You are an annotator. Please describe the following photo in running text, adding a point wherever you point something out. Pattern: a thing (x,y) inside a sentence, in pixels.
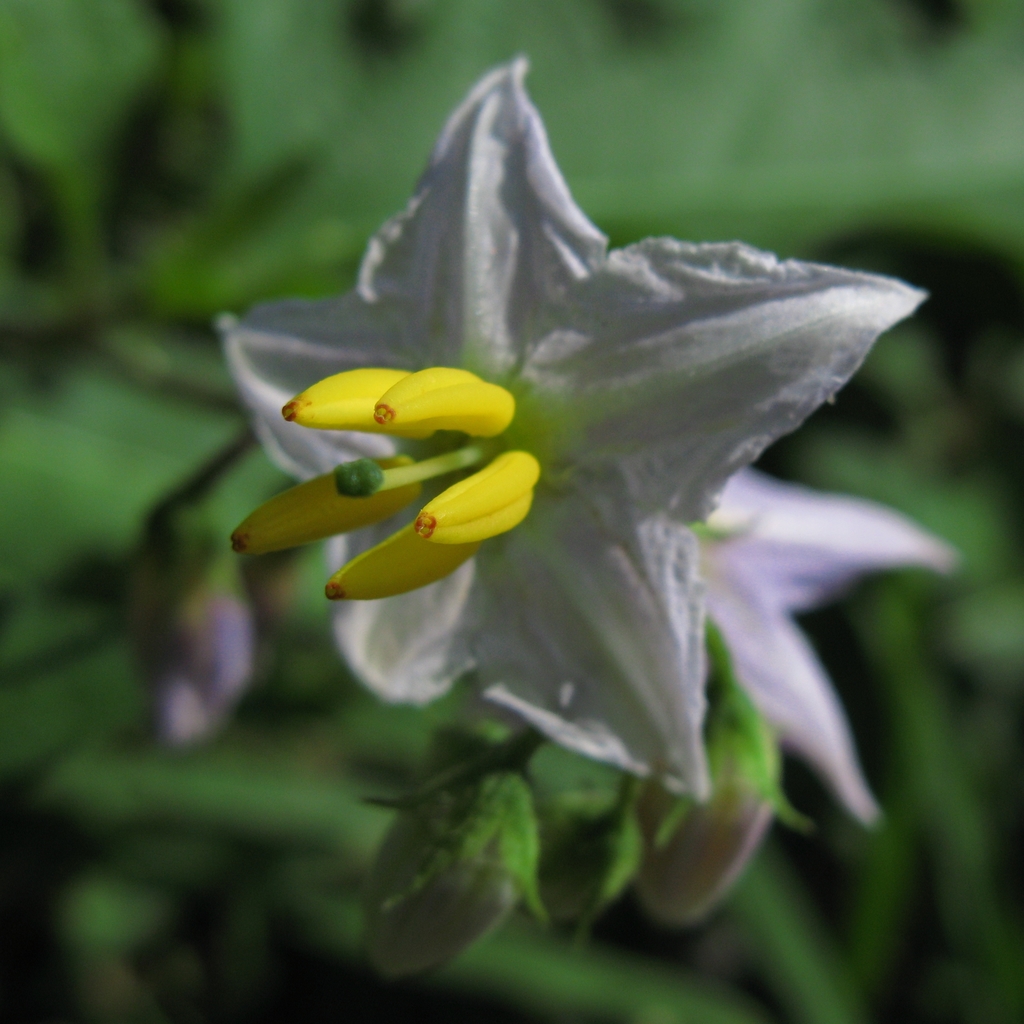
In this picture I can see a flower (541,509) to the plant (475,496).
